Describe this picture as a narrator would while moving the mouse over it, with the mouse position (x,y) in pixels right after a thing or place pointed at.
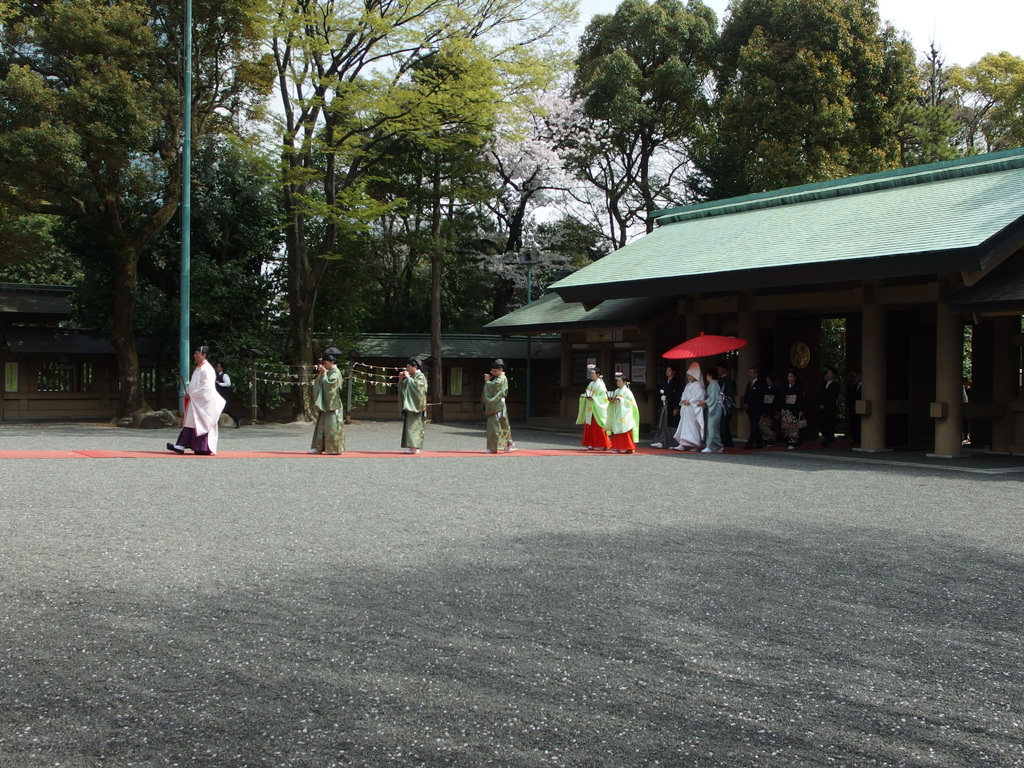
In this picture I can see there are few people (623,411) walking on the red color mat (215,455) and the person (698,398) is wearing a white color dress (697,393) and holding a red color umbrella (715,351) and in the backdrop (689,361) there is a building (698,298) and there are trees (221,32) and a pole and the sky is clear.
